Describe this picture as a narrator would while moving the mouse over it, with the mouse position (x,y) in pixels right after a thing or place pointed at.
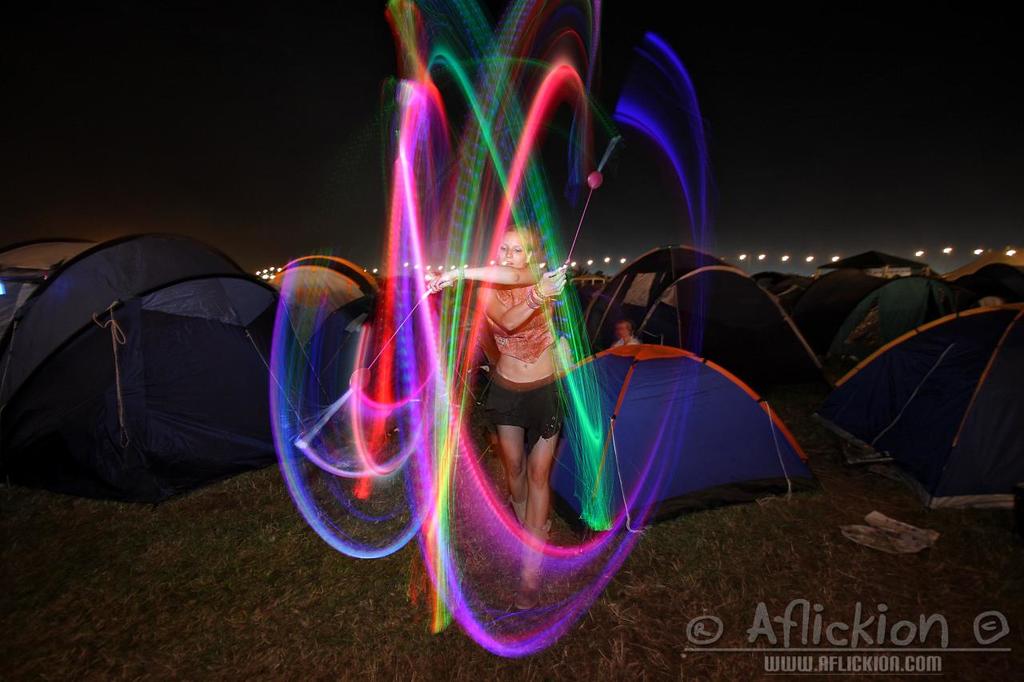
In this image we can see one woman (535,272) standing and doing light painting (598,488). In the background (87,411) there are some lights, some objects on the surface (855,589), some camping tents (625,282), some grass (887,508) on the surface (895,559) and at the top (201,204) there is the sky (198,235).
